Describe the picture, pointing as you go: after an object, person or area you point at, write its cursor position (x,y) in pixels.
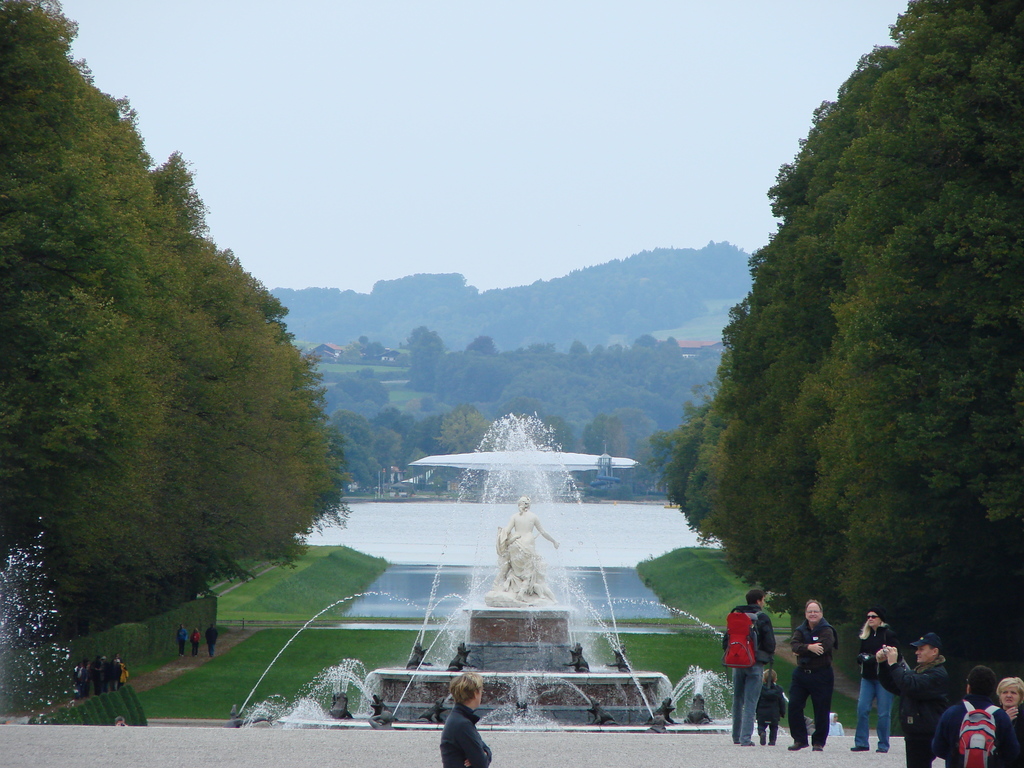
In this picture there is a sculpture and a fountain (566,594) in the center of the image (506,482) and there are people (810,661) at the bottom side of the image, there are other people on the left side of the image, there is water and trees (567,339) in the background area of the image (403,362).
